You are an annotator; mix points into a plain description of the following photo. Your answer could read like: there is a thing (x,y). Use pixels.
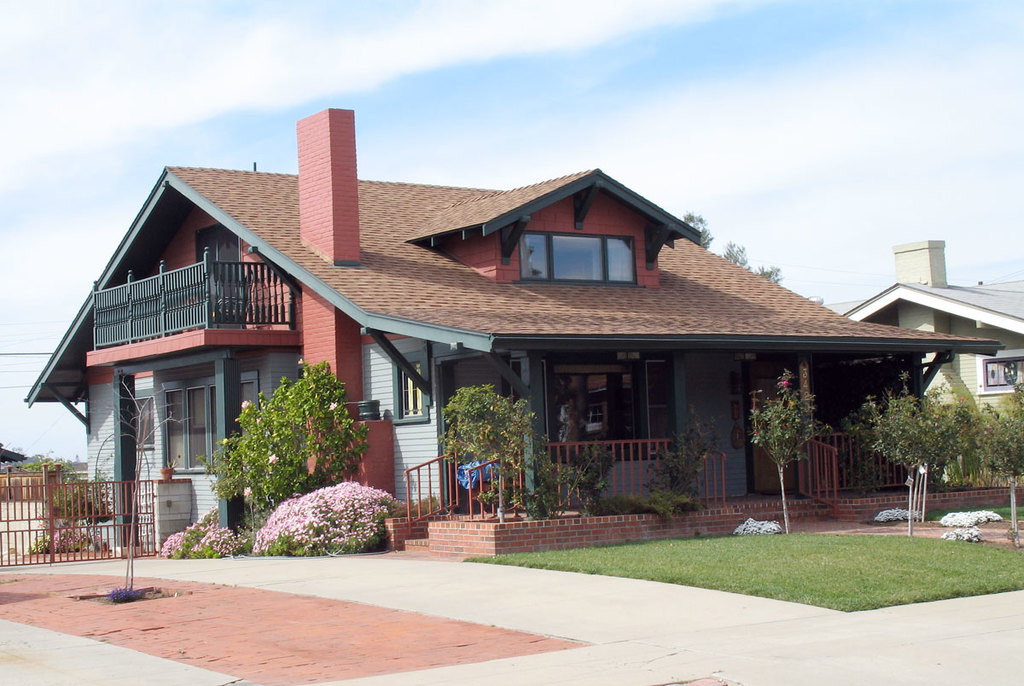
In this image we can see sky (560,72) with clouds (872,217), buildings (616,339), stairs (417,530), railings (408,513), grill (110,517), bushes (294,510), plants (498,468), shrubs (283,467), trees (502,480) and floor (405,627).
